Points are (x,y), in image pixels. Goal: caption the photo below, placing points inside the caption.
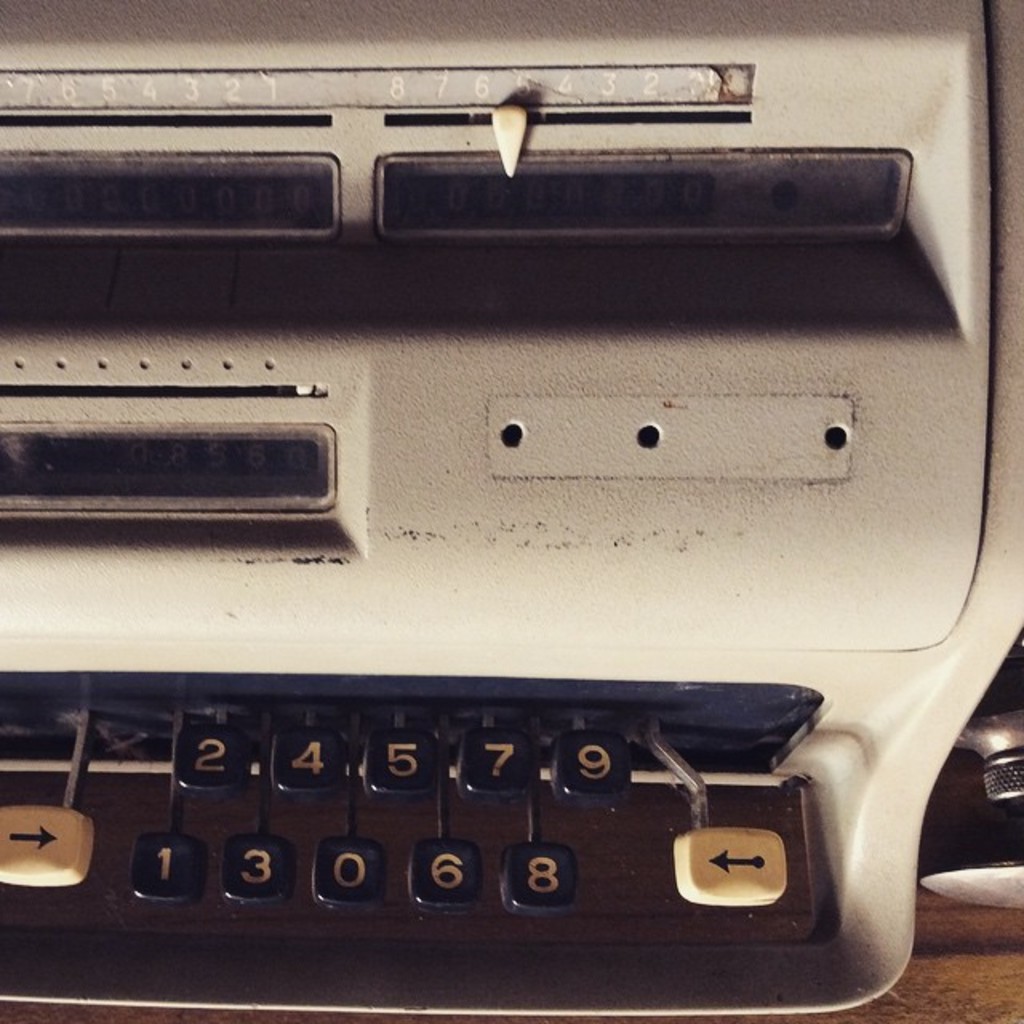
In the image there is a calculating machine (619,555).
